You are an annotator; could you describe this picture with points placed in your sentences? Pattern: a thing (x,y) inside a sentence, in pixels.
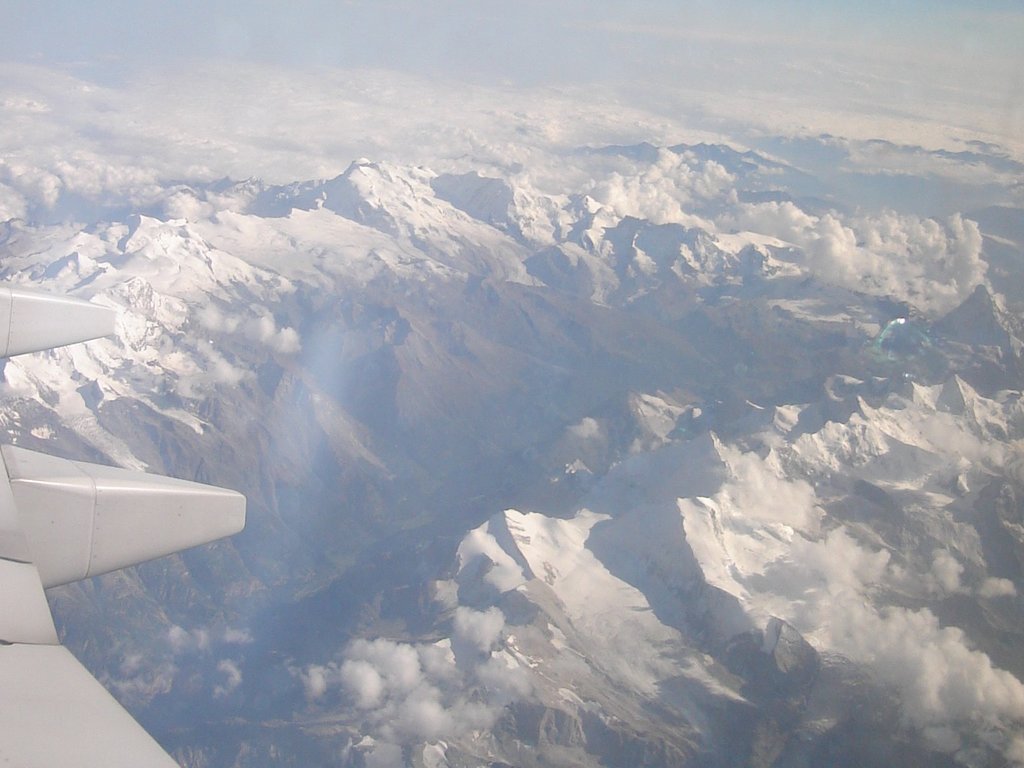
In this image we can see the aerial view of the mountains (409,374).
